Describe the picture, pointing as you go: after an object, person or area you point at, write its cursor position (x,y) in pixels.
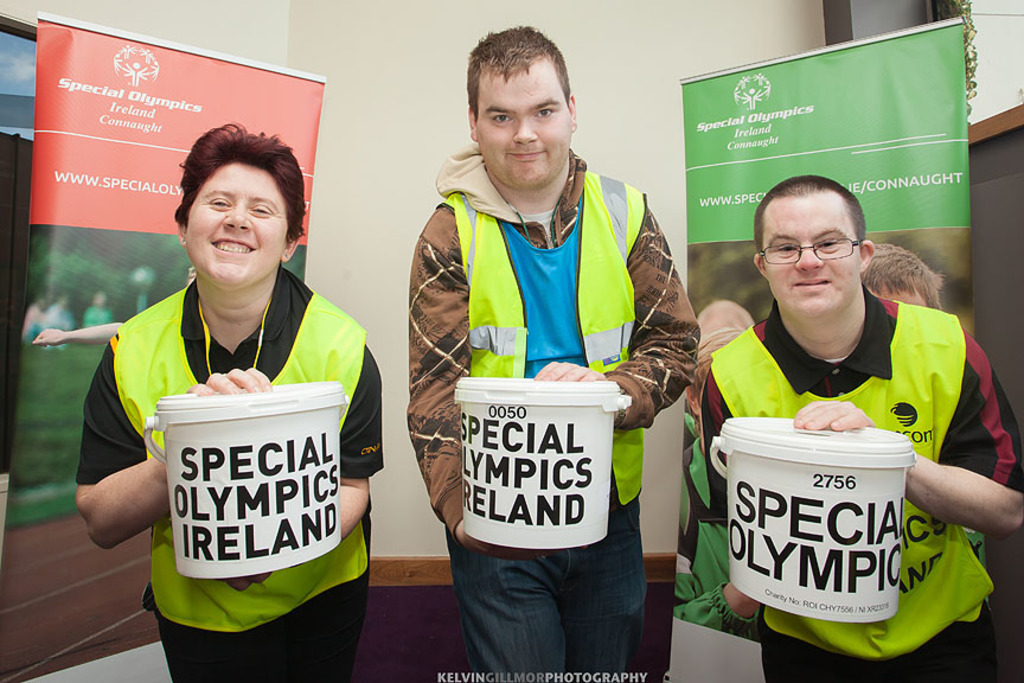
In this image we can see three persons (591,326) holding buckets (528,486) and in the background (751,264) there are banners (797,152) and a wall (464,97).
